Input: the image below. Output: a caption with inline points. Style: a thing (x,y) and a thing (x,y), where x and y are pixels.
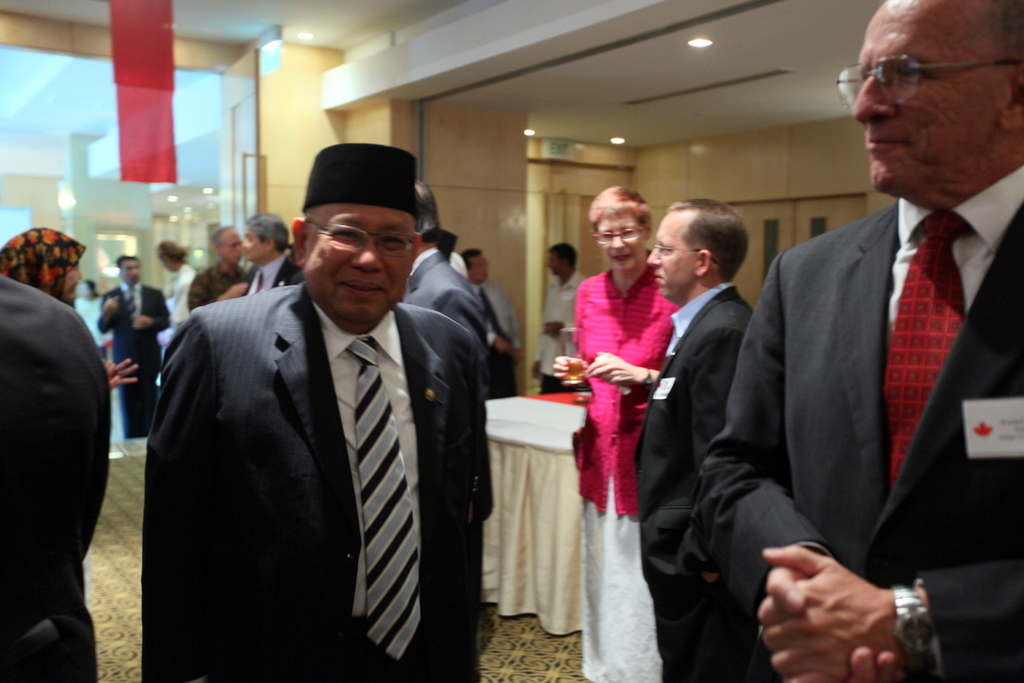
In this image we can see there are a few people (343,422) standing on the floor (535,628), in the middle of them there is a table (540,451). At the top (501,100) there is a ceiling (530,93). In the background (251,105) there is a glass door (156,211).
